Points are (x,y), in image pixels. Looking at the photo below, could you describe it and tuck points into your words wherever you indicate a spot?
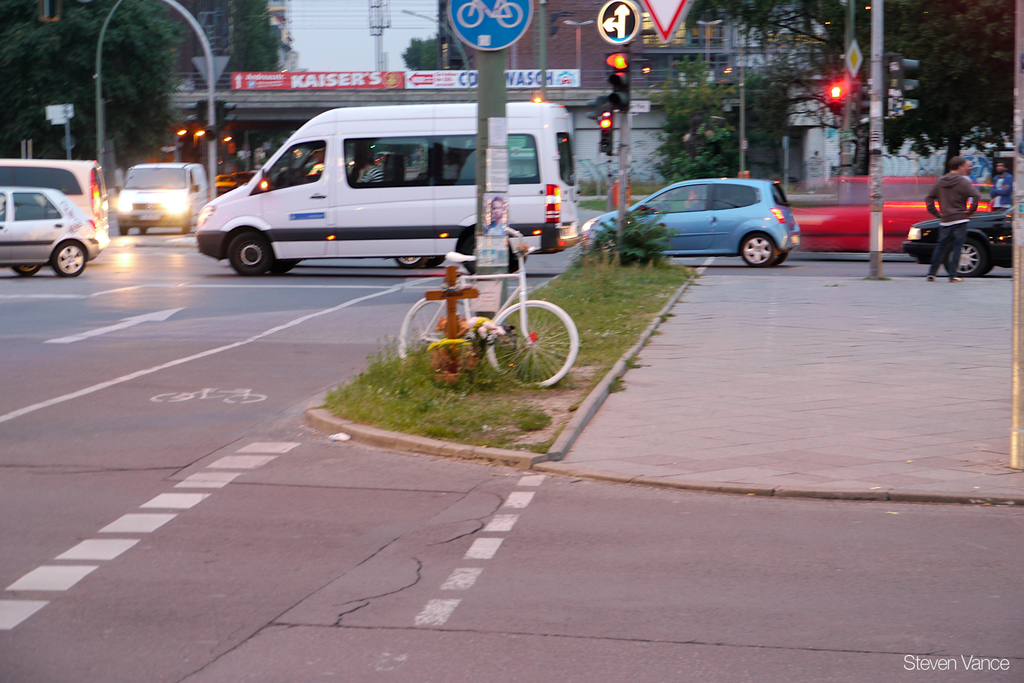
In this picture I can see there is a road (841,265) and there are few vehicles (397,214) moving on the road (176,470) and there are some poles (480,310) and there is a bicycle (502,316) at the pole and there is a bridge (323,99) in the backdrop (531,28), there are some buildings (283,48) and the sky (320,16) is clear.
